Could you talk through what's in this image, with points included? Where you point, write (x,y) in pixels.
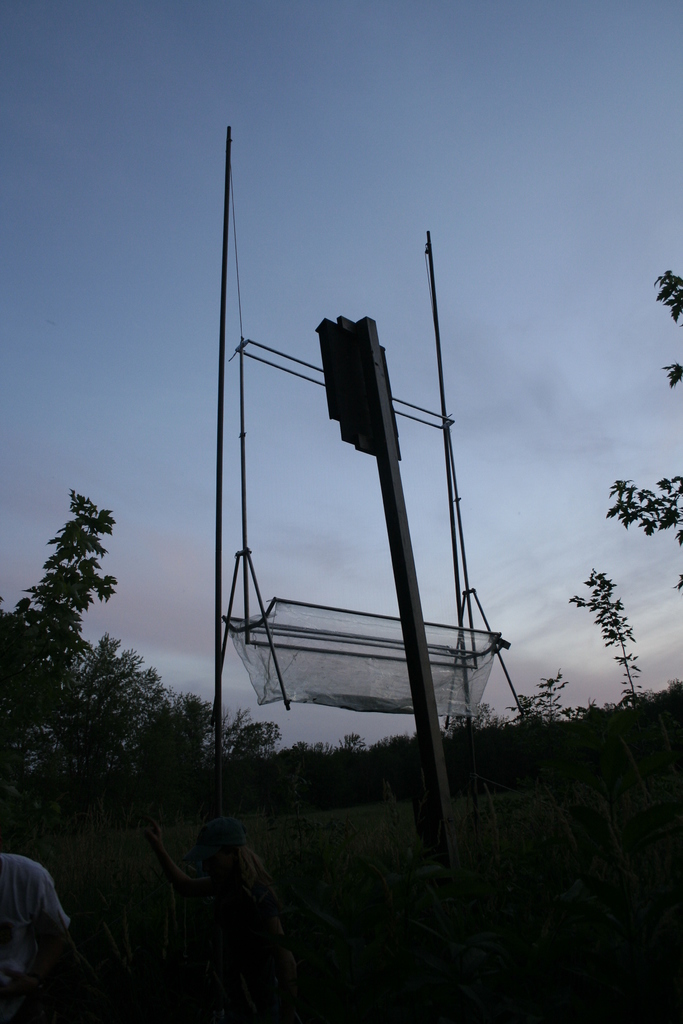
In the image there are many trees (285,763) and in between the trees (370,787) there is a grass surface (344,825) and in the front (398,598) there is some equipment (261,656) and there are few people (239,889) standing in front of that equipment (423,834).
